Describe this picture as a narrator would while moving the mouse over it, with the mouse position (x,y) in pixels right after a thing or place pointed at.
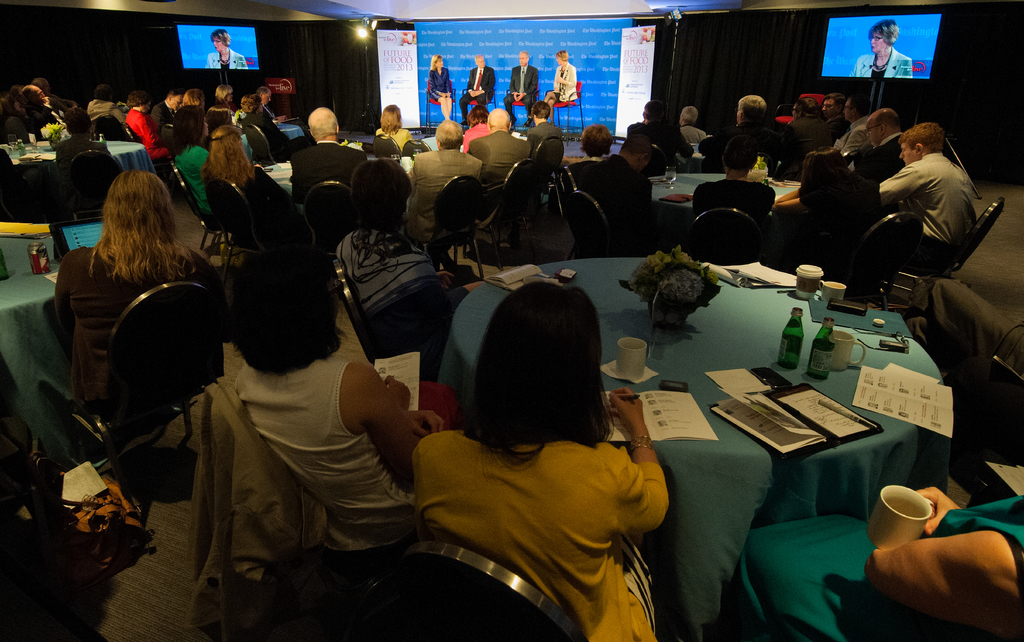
In this image there are four people (522,78) sitting on the stage (495,69), there are group of audience (385,264), there are tables (697,324), there are chairs (455,573), there is a laptop (85,228) on the table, there is a bag (107,488), there is a light (361,32).
